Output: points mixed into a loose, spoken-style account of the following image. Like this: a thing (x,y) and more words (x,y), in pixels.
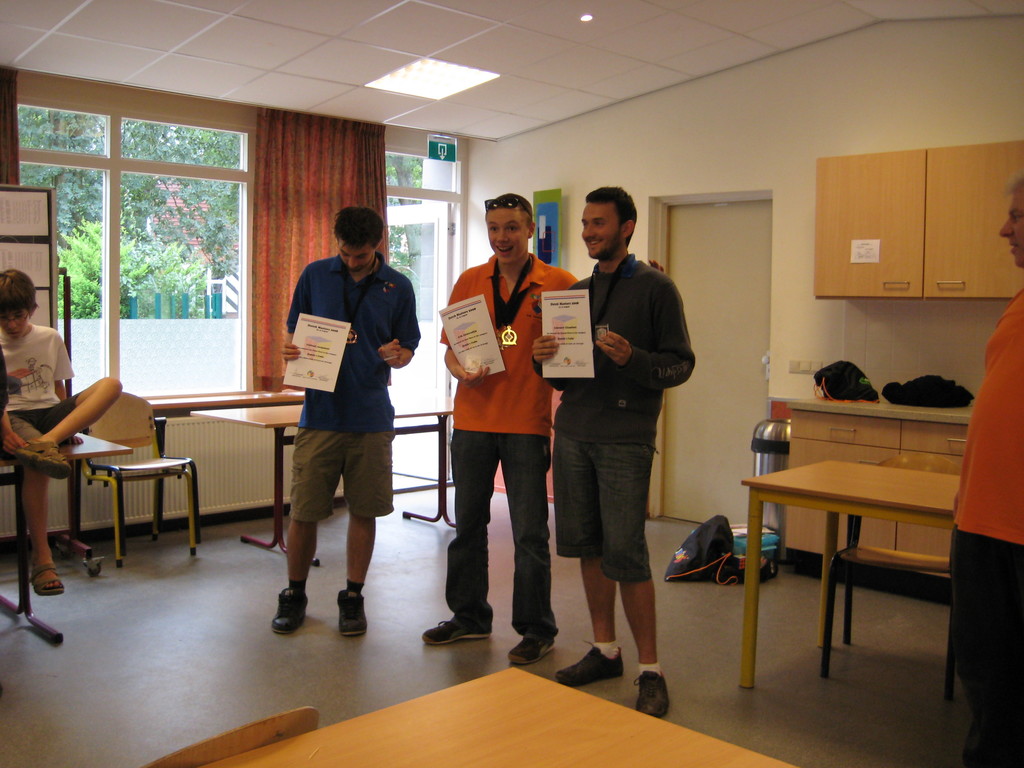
In this image I see 3 men (646,284) who are standing over here and they are holding the certificates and these 2 men (593,285) are smiling, In the background (53,403) I see a man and a boy (9,297) who is sitting and I see the tables (92,450), chair (159,426), cupboards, wall (773,362), door (698,327), windows (243,136) and the curtain (265,380).
